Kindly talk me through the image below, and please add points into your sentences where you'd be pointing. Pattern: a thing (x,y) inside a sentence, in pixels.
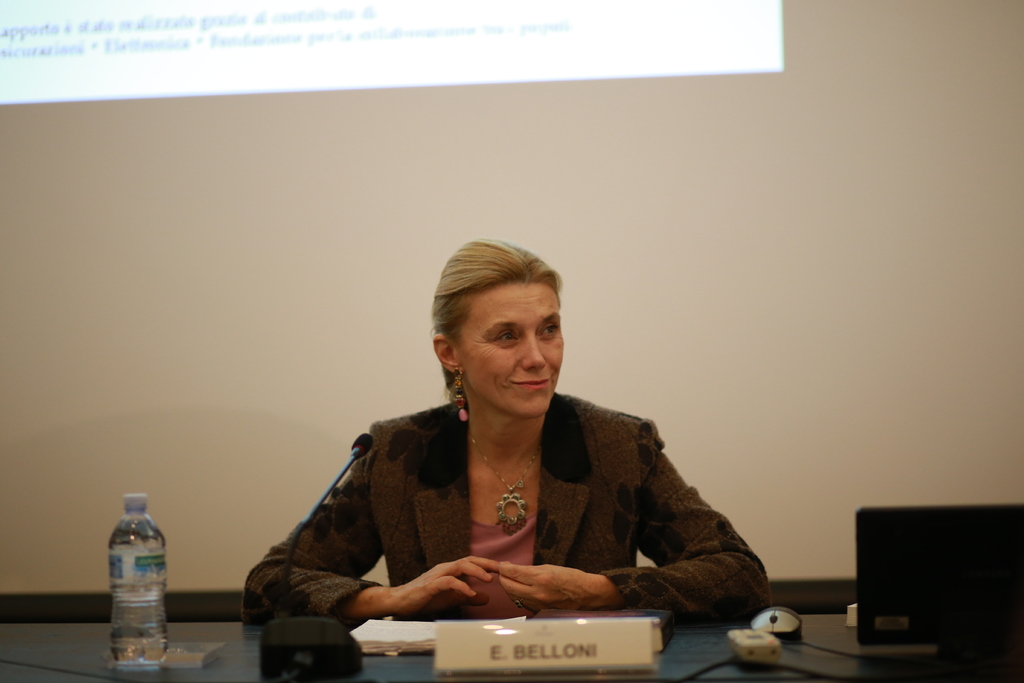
In this picture we can see a woman (619,447) sitting and smiling. On a table (654,682) we can see a name board (581,660), water bottle (155,571), mouse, microphone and objects (891,598). In the background (20,79) we can see the projection (14,90) of a screen (20,79) on the wall (234,616).
